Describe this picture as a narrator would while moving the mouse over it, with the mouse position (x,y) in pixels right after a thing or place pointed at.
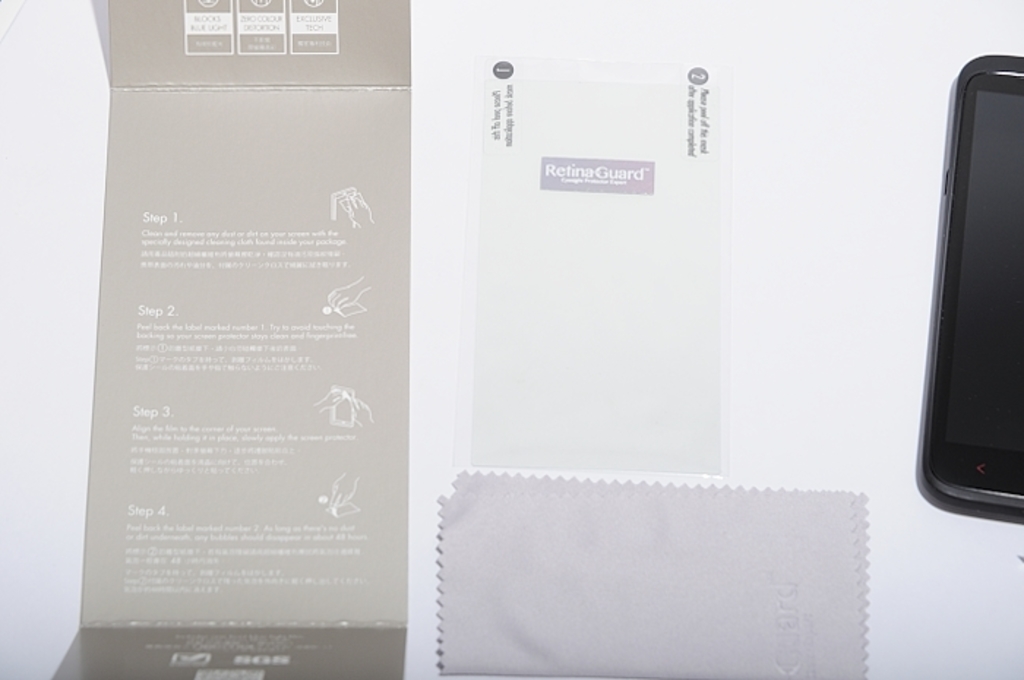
In this image there is one mobile phone (954,237), paper (653,231), cloth (607,600) and some board (266,445) and there is a white background (50,52).
